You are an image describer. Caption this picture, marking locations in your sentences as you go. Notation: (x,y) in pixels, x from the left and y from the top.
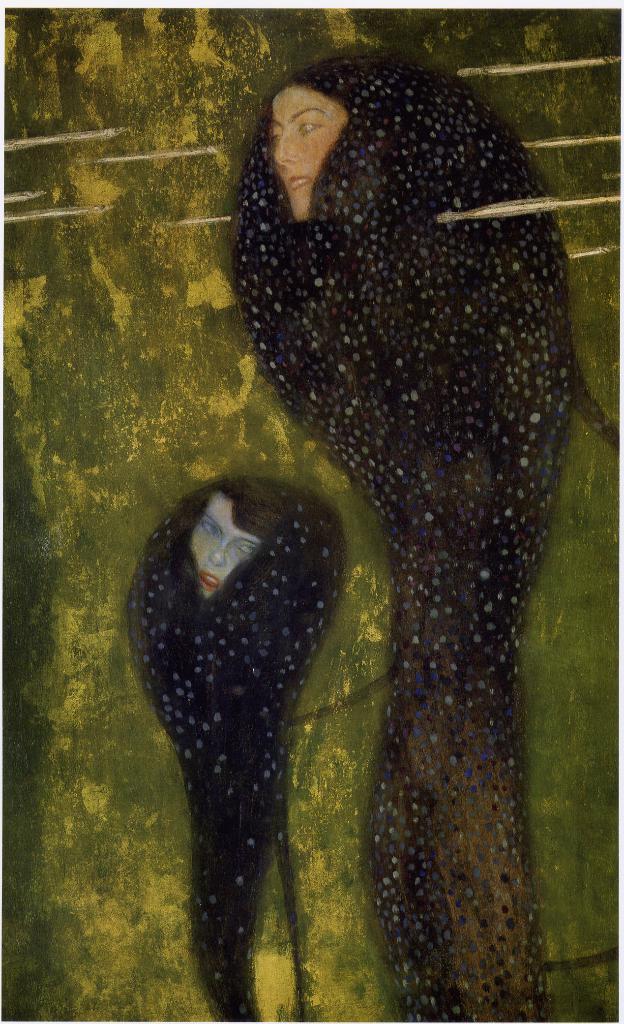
In this image, we can see a painting (368,373) of two people (285,518).
